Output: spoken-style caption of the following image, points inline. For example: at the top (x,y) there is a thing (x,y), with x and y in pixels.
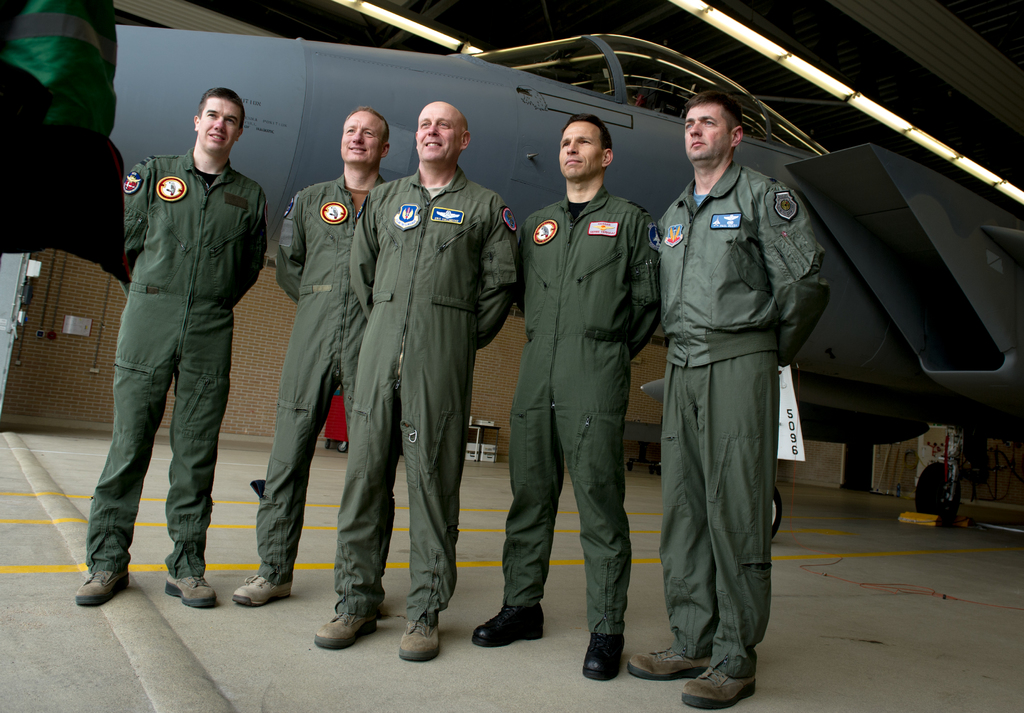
In this image I can see 5 people (352,326) standing wearing a uniform (368,402). There is an aircraft (967,255) behind them. There are light (944,153) at the top (411,18).
